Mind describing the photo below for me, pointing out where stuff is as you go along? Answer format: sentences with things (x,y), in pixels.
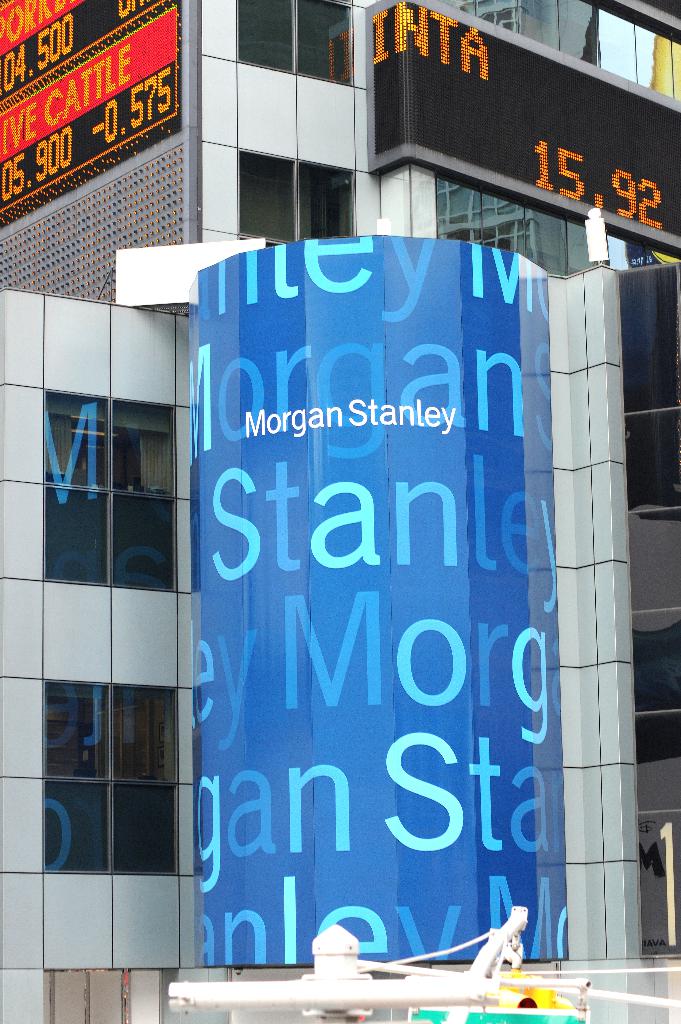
In this picture I can see a board (457,389), there are LED screens (507,129) and there is a building (60,302) with glass windows (677,802).
